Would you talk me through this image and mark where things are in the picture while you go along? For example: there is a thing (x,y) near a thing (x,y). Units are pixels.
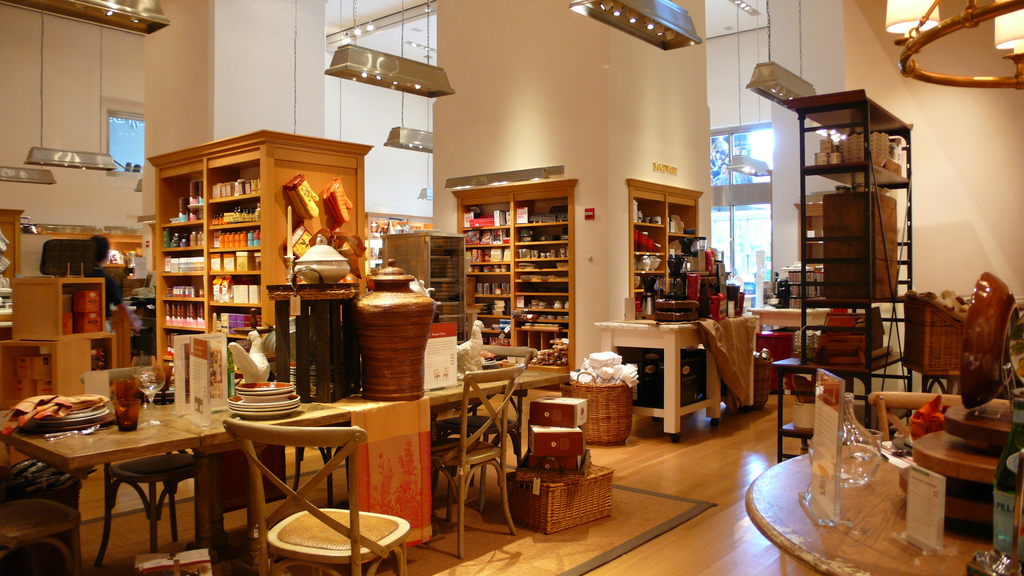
This picture describes about inside of the room (490,364), in this we can find few bottles (246,221) and other things (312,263) in the racks (532,333), and also we can see few glasses (148,386), plates (78,412), toys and other things (370,356) on the tables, beside to the table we can find few chairs (461,488), and also we can see lights (593,3).
